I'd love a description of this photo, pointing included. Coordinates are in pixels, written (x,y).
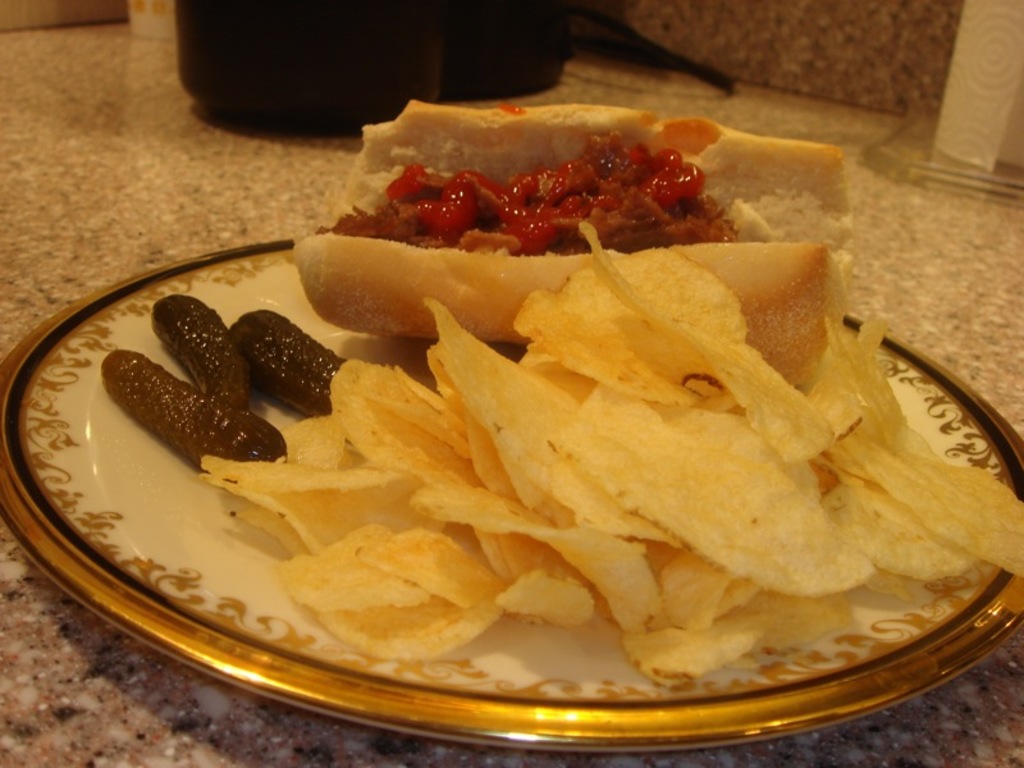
On a platform (726,119) we can see a black object (311,53). We can see the food (443,192) and chips (693,570) placed on a plate (56,518).
